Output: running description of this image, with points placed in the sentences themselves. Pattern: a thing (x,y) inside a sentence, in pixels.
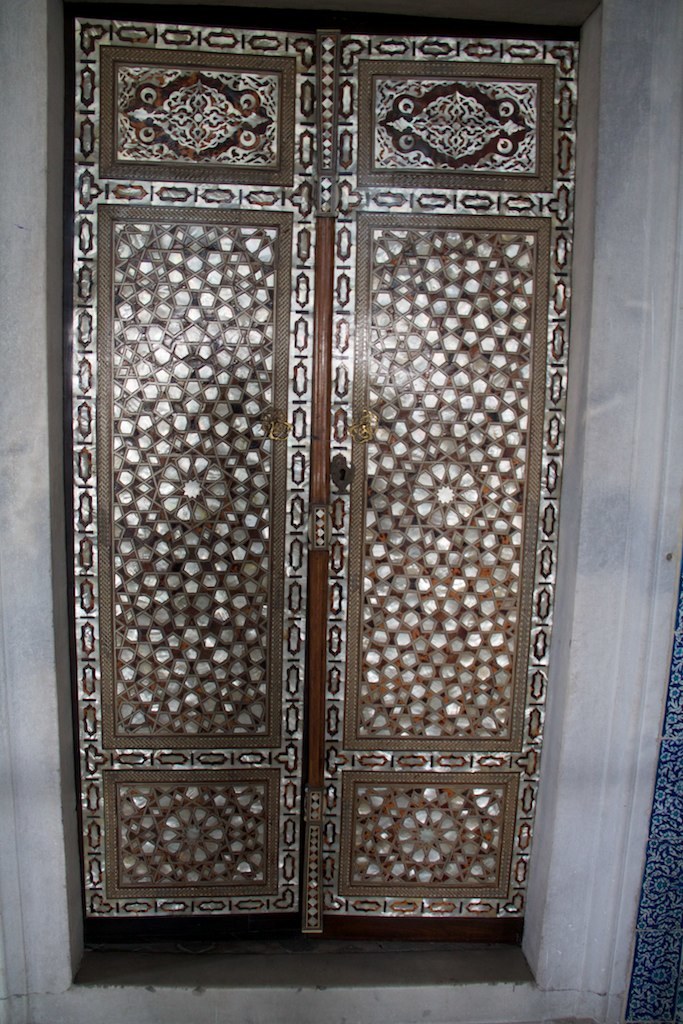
In this image we can see doors (219,392) and wall (22,344). On the right side (677,809) there is an object (668,913).
